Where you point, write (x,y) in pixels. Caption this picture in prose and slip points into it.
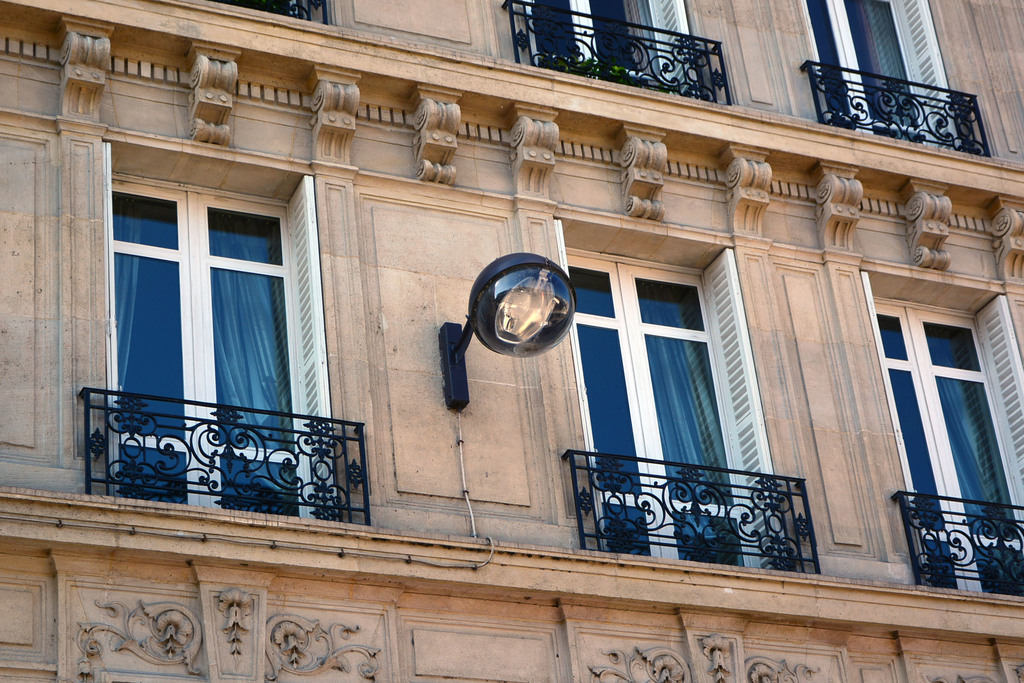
In this picture I can see a building (583,323) with windows (281,374), grills (577,464) and also there is a light (483,324) attached to the wall (379,394).
